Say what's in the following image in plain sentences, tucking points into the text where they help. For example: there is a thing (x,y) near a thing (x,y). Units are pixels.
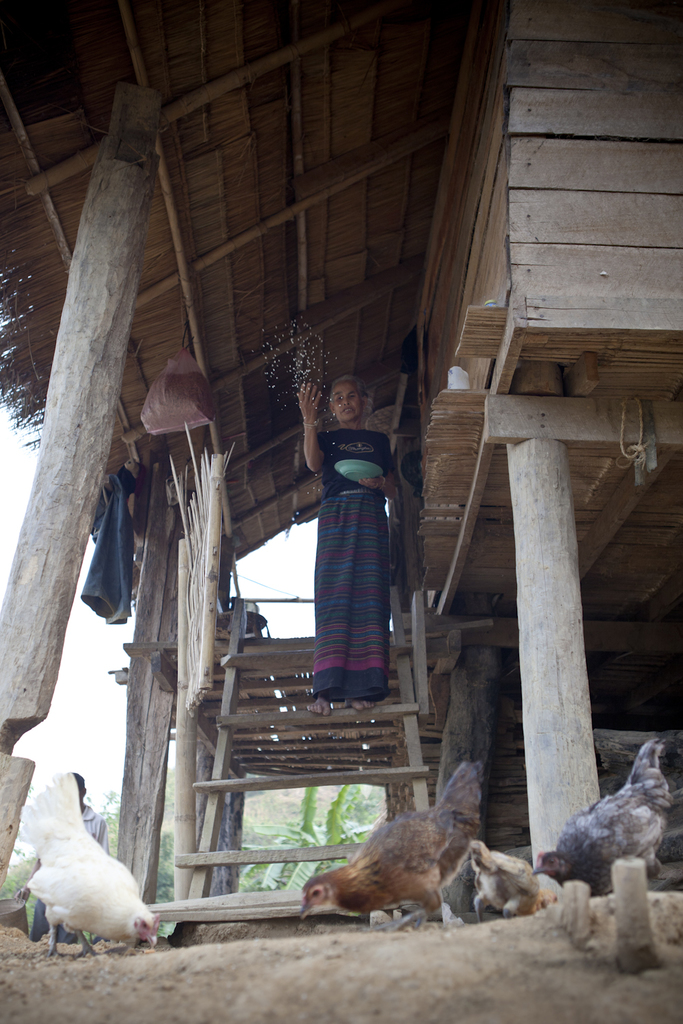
In this image we can see hens (382,834) on the ground (156,950), wooden house (280,643), persons (360,551) standing and one of them is holding a serving plate (354,476) in the hands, clothes (107,583) hanged to the sticks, trees (351,804) and sky (134,610).
